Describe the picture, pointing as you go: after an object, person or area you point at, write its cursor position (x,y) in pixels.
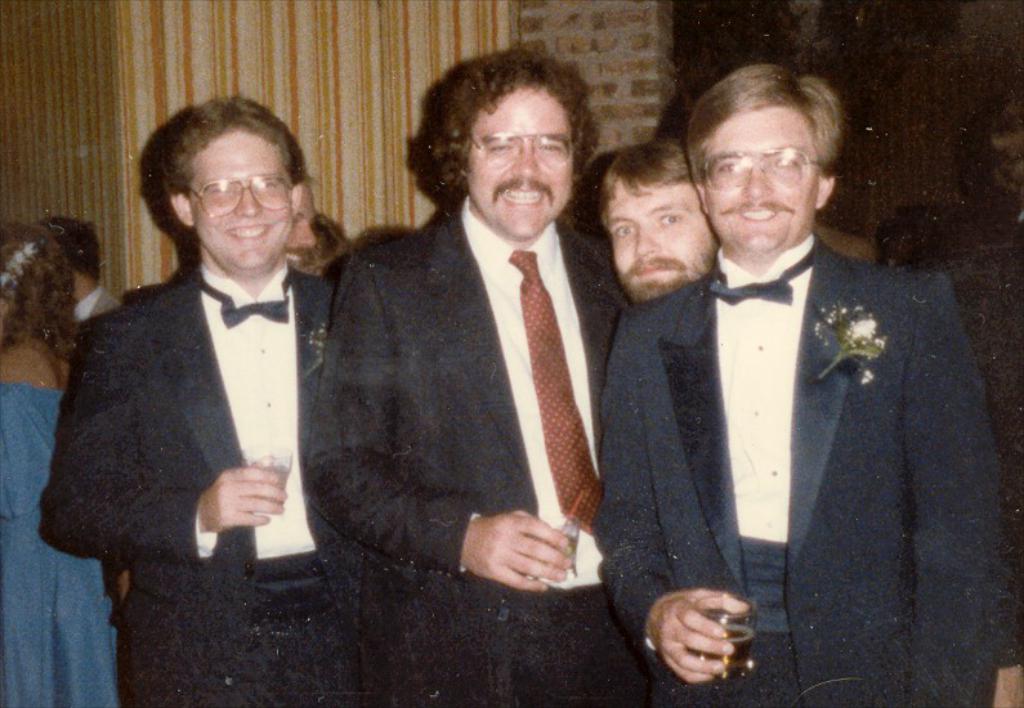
It looks like an old picture. We can see there are groups of people (341,320) standing and holding the glasses (751,628). Behind the people (637,309) there is a wall (616,82).
